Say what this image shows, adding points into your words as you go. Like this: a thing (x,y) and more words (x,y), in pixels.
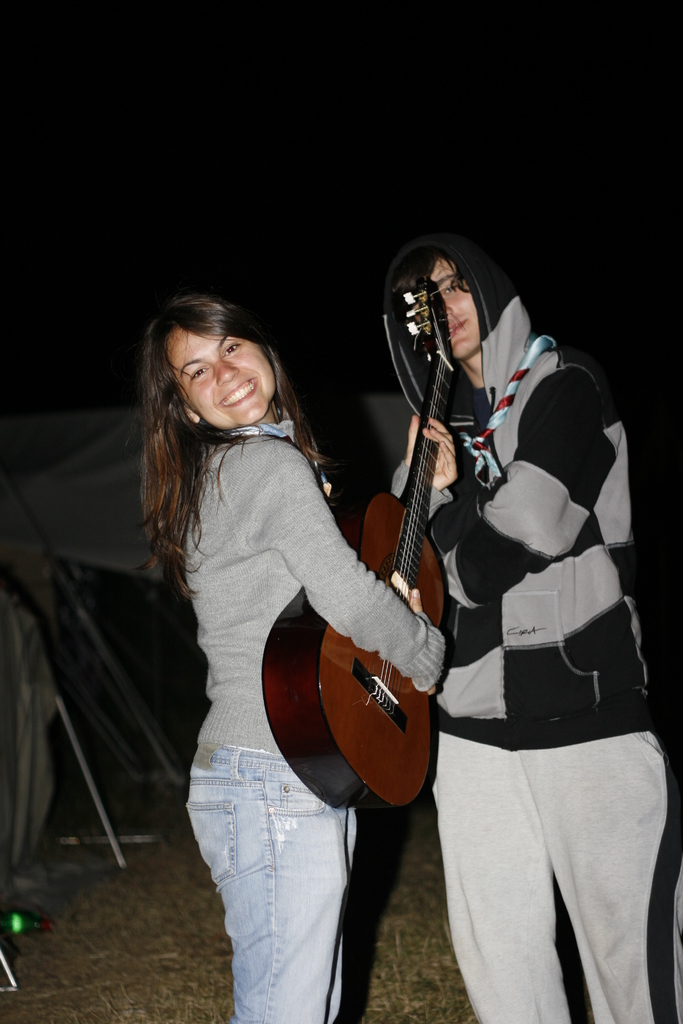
In this image there is a woman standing and smiling by holding a guitar (375,690), there is another man (402,253) standing and holding a guitar (368,535) in her hand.
